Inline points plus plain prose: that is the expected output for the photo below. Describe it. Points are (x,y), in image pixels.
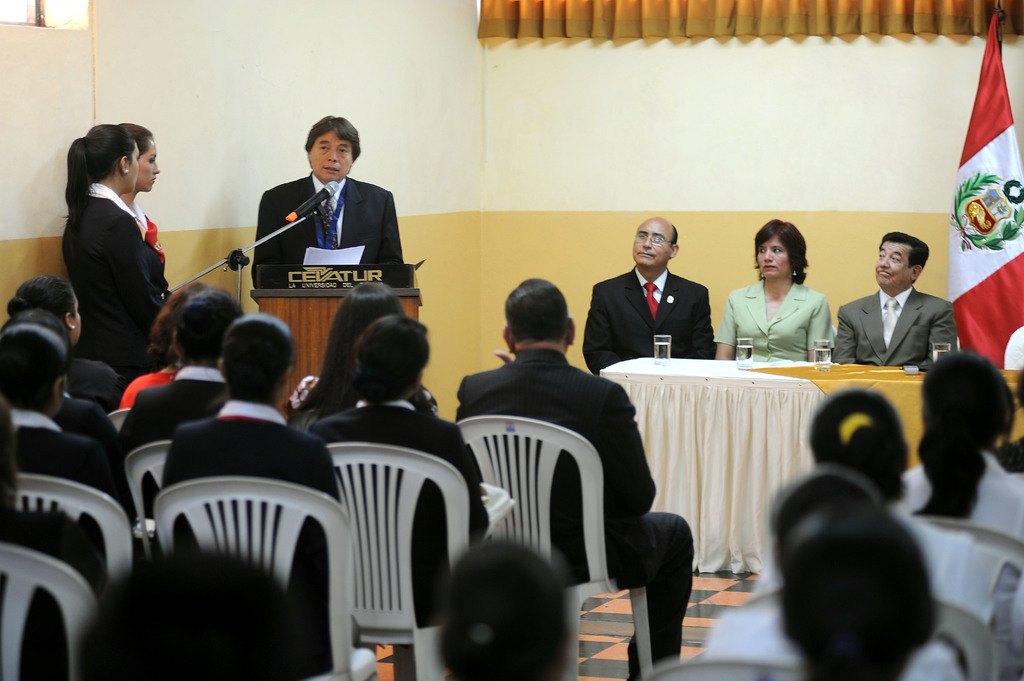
In this image we can see a group of people (567,523) sitting on the chairs (547,527). On the backside (302,329) we can see a person (328,217) standing near a speaker stand (322,343) holding a paper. We can also see a mic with a stand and two women (133,200) standing beside him. On the right side (809,387) we can see three people (645,307) sitting on the chairs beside a table (723,378) containing some glasses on it. We can also see the flag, curtain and a wall (622,256).
